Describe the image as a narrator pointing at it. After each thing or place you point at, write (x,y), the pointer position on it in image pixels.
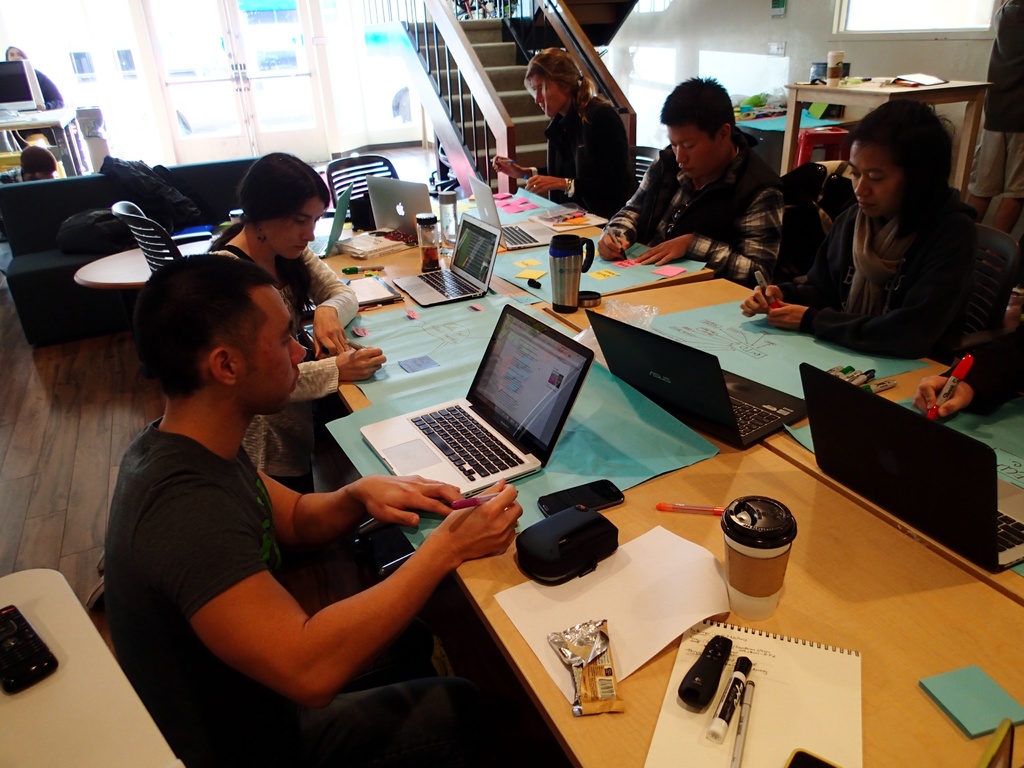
In the center of the image (677,309) we can see a table (925,621). On the table (615,744) we can see the laptops (927,529), papers (660,464), books (696,636), markers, pens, bottles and some other objects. Beside a table (587,442) we can see some people (833,258) are sitting on the chairs (800,262). In the background of the image (534,138) we can see the tables (5,593), couch (225,171), cloth (155,192), stairs (453,76), railing (438,63), chairs (343,158), wall (957,68), floor (40,369). On the tables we can see the papers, screen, mobile (44,649) and some other objects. At the top of the image (290,65) we can see the glass wall (321,90). Through glass wall (311,68) we can see a building (302,69) and windows (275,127).
